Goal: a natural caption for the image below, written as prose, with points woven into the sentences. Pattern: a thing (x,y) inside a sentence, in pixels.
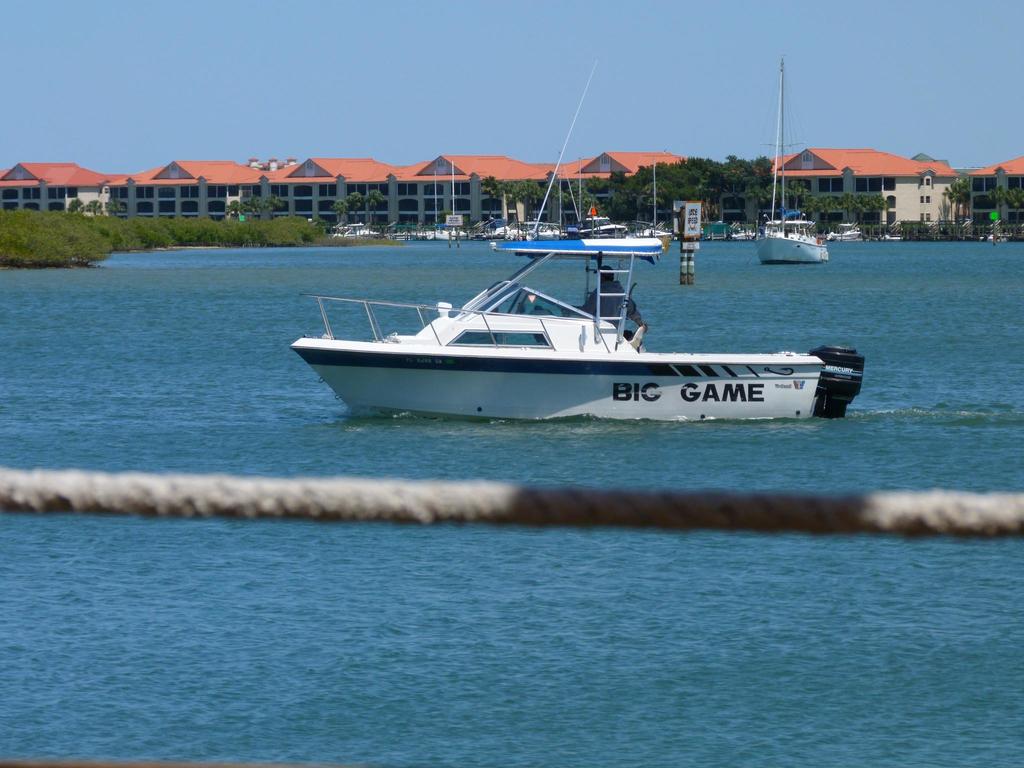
This picture is clicked outside the city. In the foreground (578,538) there is a rope (498,502) and we can see the boats (842,381) in the water body (809,341). In the background (914,88) there is a sky (914,66), houses (1012,163) and plants (295,233) and some other objects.
